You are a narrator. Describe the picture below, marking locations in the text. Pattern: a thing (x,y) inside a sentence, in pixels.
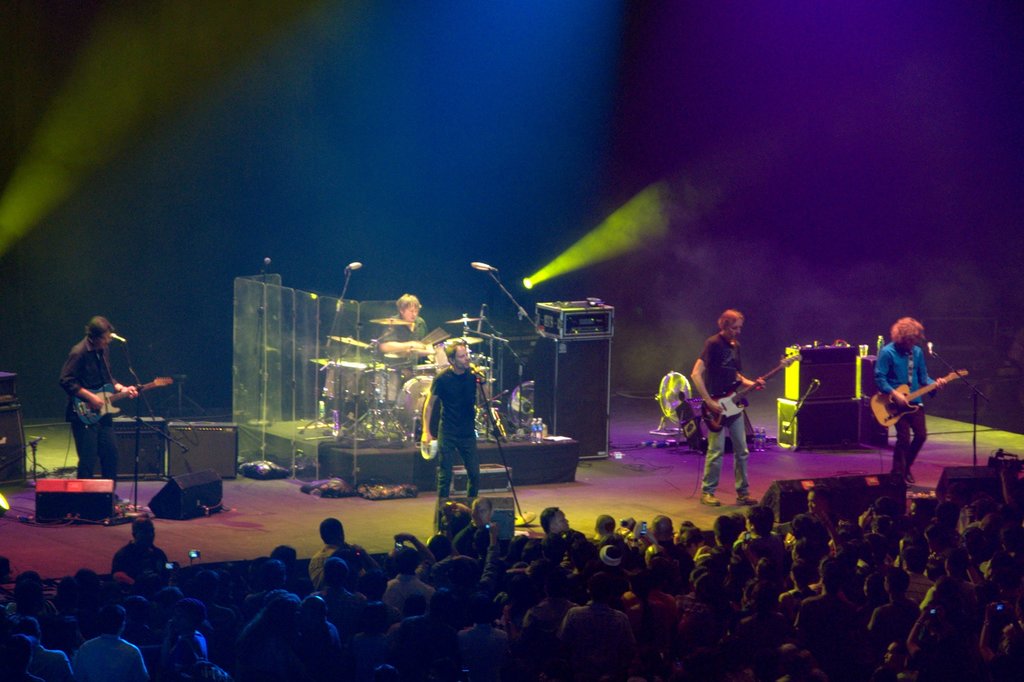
In this picture I can see few audience (553,581) and few people (464,381) on the dais (637,513) and few of them playing guitars (718,420) and a man (469,438) standing and singing with the help of a microphone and another man (404,347) playing drums (436,351) on the back (391,322) and I can see lighting (600,240).
